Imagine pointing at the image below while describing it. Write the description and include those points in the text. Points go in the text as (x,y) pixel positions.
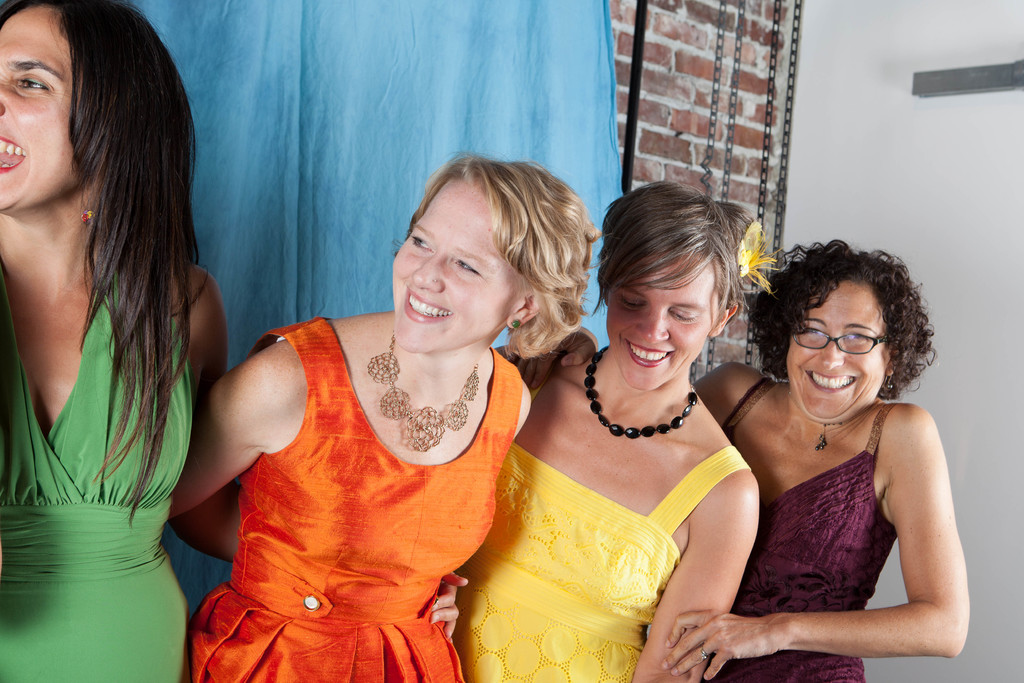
In this image we can see four ladies (493,339), behind them there is a cloth (357,180), and the wall (858,155).
